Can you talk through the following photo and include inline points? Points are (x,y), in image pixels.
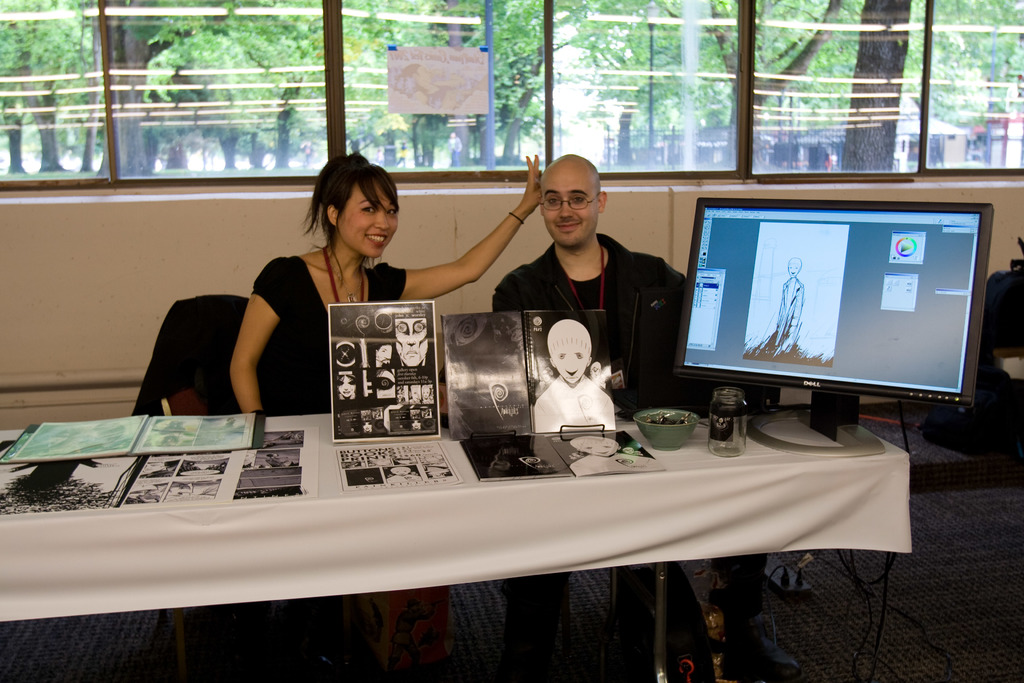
This 2 persons (566,251) are sitting on a chair (219,347). In-front of them there is a table (480,483), on a table (462,484) there are different type of posters (411,377). On this table (636,427) there is a bowl (692,419), jar (715,413) and a monitor (873,286) with screen (834,245). Outside this window (631,45) there are number of trees (183,51). This man (617,293) wore black jacket (646,270) and spectacles (575,207). This woman (312,281) wore black dress (311,289).
